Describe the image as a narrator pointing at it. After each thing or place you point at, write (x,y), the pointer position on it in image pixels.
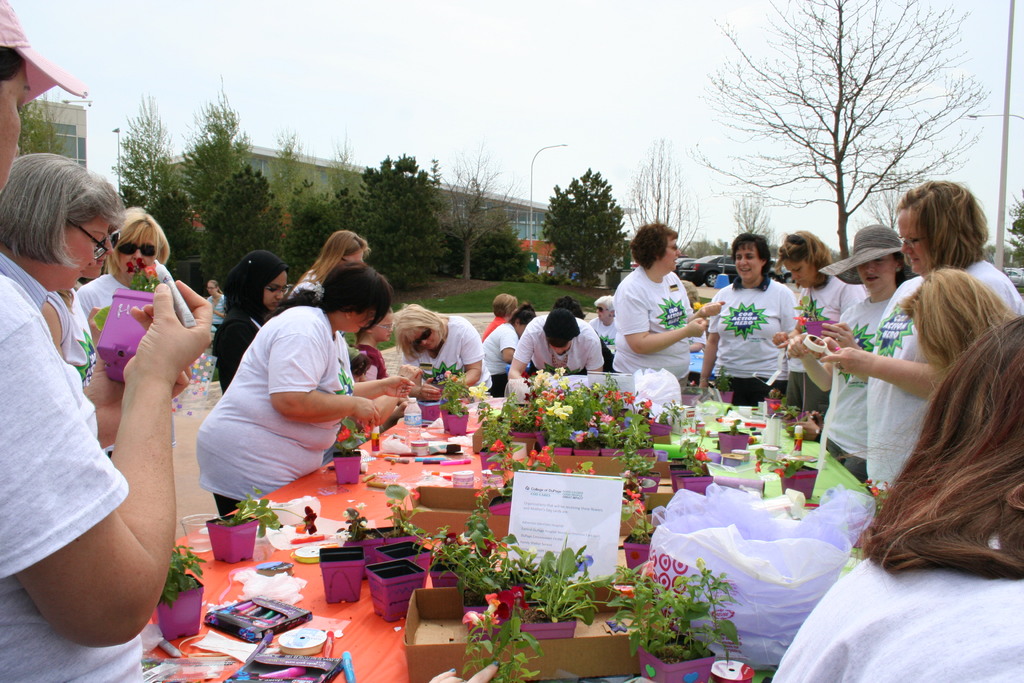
In the image I can see some people (481,373) wearing white tee shirts (878,580) and standing around the table (345,498) on which there are some plants (346,511), pens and some other things (781,489) and around there are some trees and buildings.
